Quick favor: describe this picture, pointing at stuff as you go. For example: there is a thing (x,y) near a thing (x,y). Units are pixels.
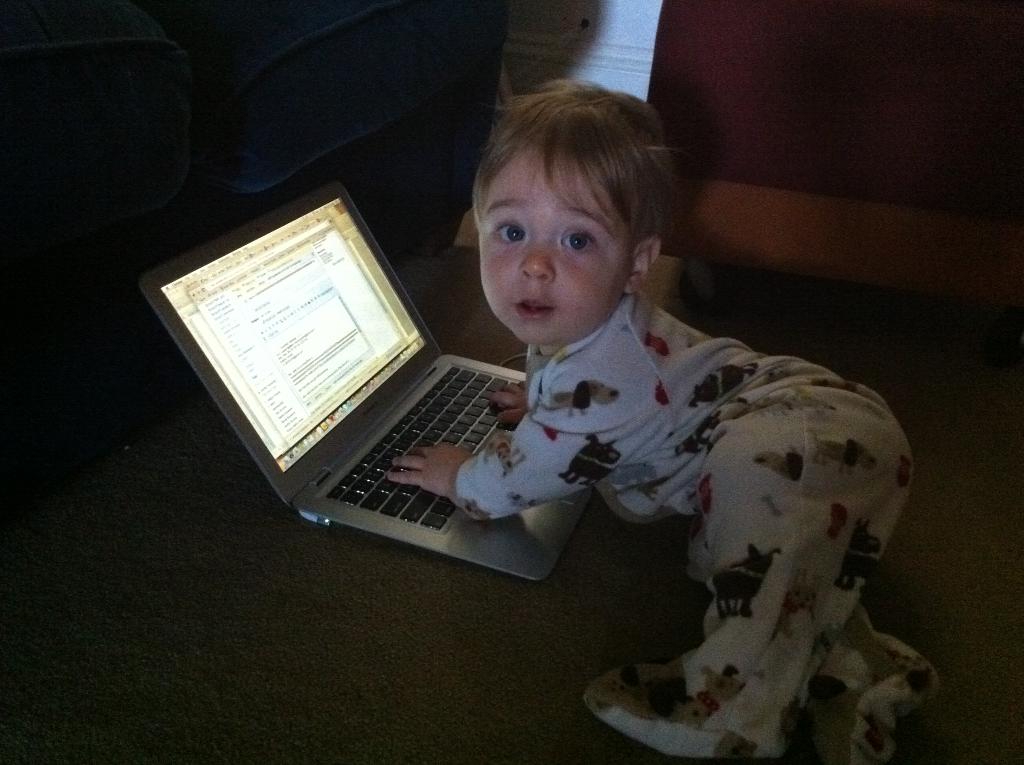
Here in this picture we can see a baby (571,460) present on the floor (597,575) over there and in front of him we can see a laptop (522,540) also present on the floor (293,543) over there.
